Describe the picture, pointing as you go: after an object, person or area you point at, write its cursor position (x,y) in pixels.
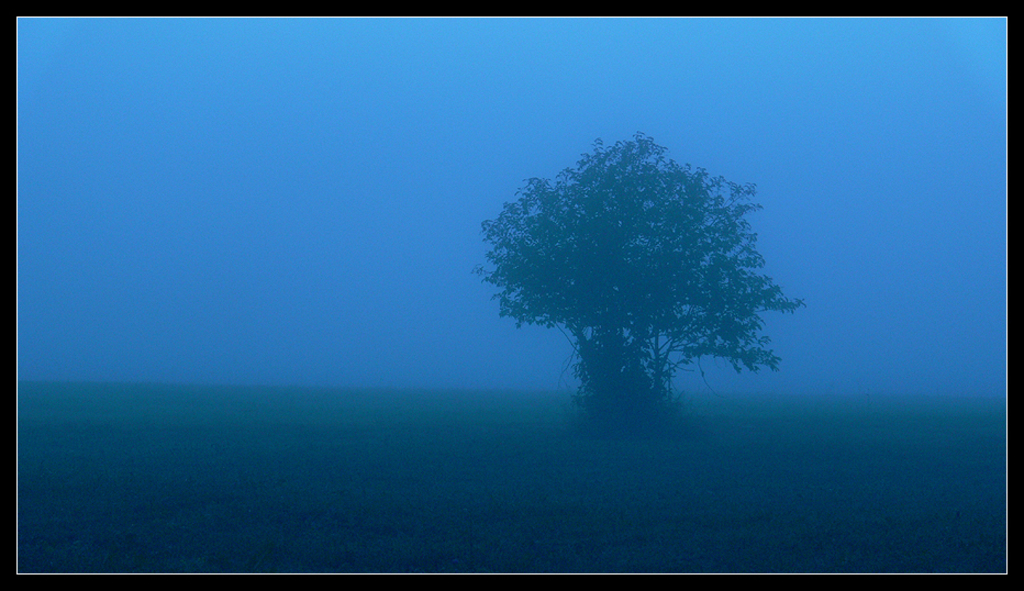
This is the picture of a photo and we can see a tree (715,286) on the ground (757,433) and at the top (381,149) we can see the sky (795,212).
